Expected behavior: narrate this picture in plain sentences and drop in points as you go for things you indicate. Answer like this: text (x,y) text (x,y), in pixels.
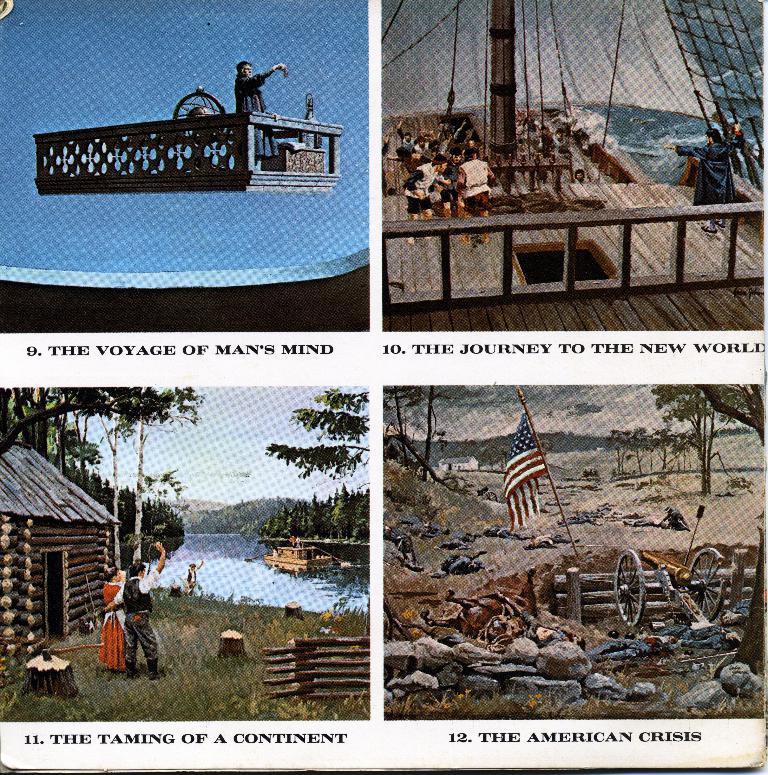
This image is the collage of 4 pictures in which there are persons (487,178), there is water (265,572), there are trees (132,500), there is a flag (535,492), there are stones (488,679) and there is grass (221,682) on the ground (252,686), there is ship (536,187), there is a cannon (675,577) and there is some text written on the image.
